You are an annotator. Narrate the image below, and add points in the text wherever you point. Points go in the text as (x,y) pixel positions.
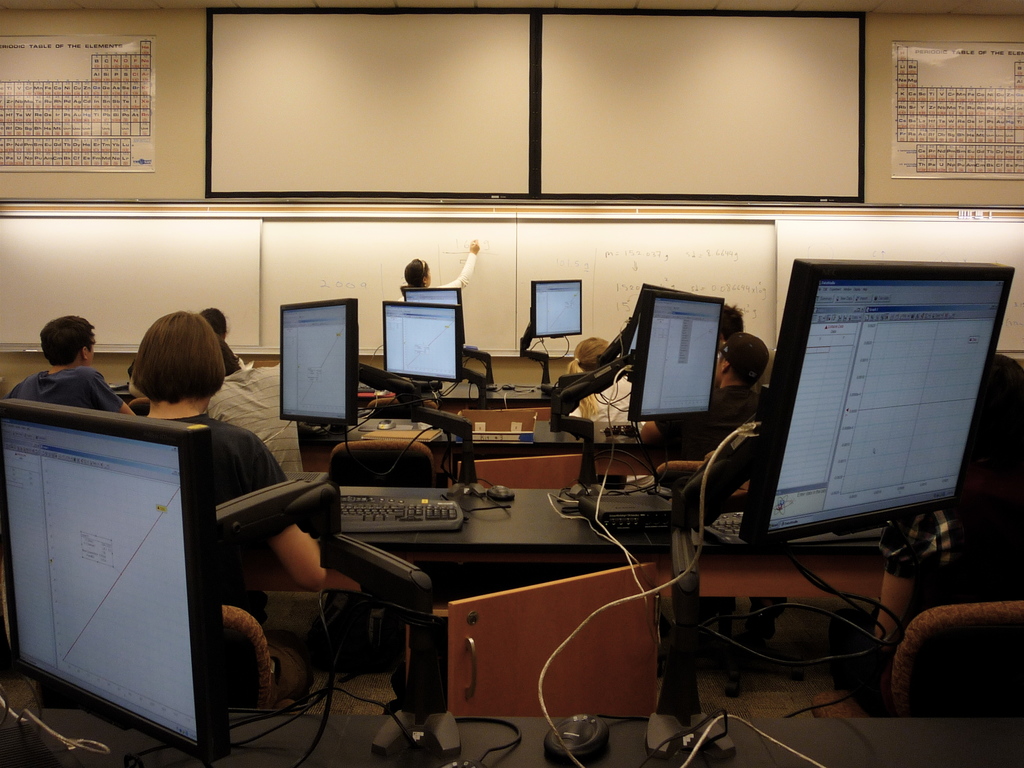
this picture shows few people (180,316) seated on the chairs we see few monitors (638,341) and keyboards (369,520) on the table (542,532) we see white boards (385,240) and a woman (471,246) writing on it
